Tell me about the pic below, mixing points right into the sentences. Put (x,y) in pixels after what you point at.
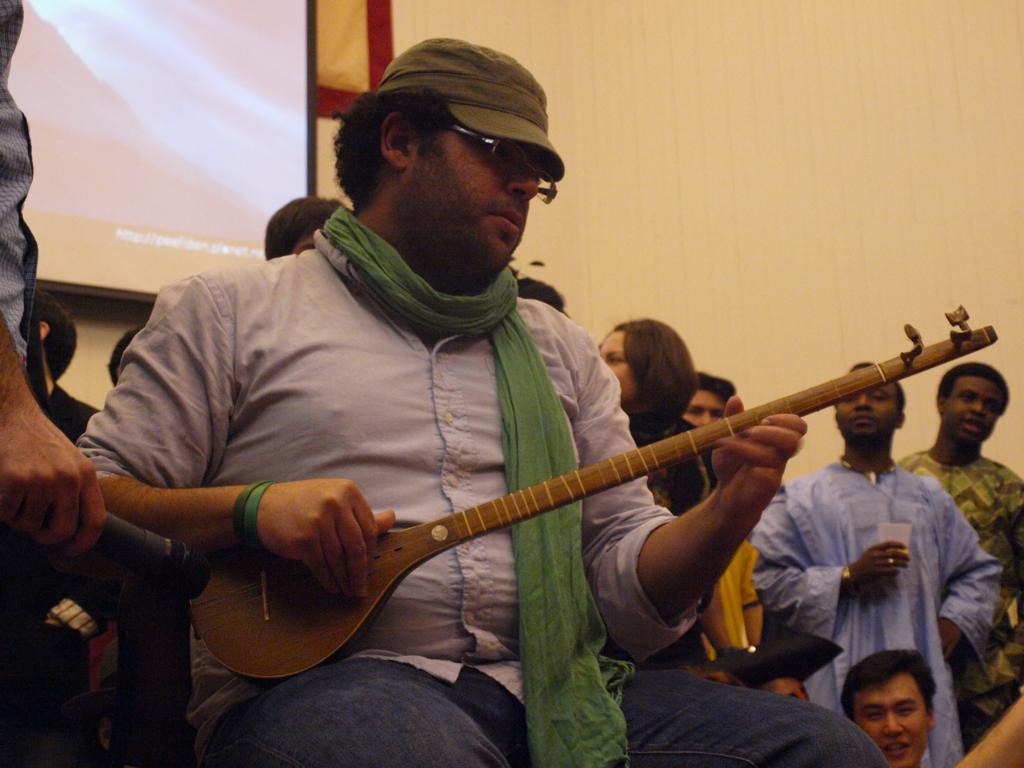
In this picture we can see a man (400,503) sitting and playing a musical instrument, in the background (921,515) there are some people (800,546) standing, at the left top (99,200) there is a screen (99,75), we can see a wall (819,154) on the right side (836,148), this man (580,455) wore a cap (490,120), spectacles (501,150) and a scarf (494,319).
